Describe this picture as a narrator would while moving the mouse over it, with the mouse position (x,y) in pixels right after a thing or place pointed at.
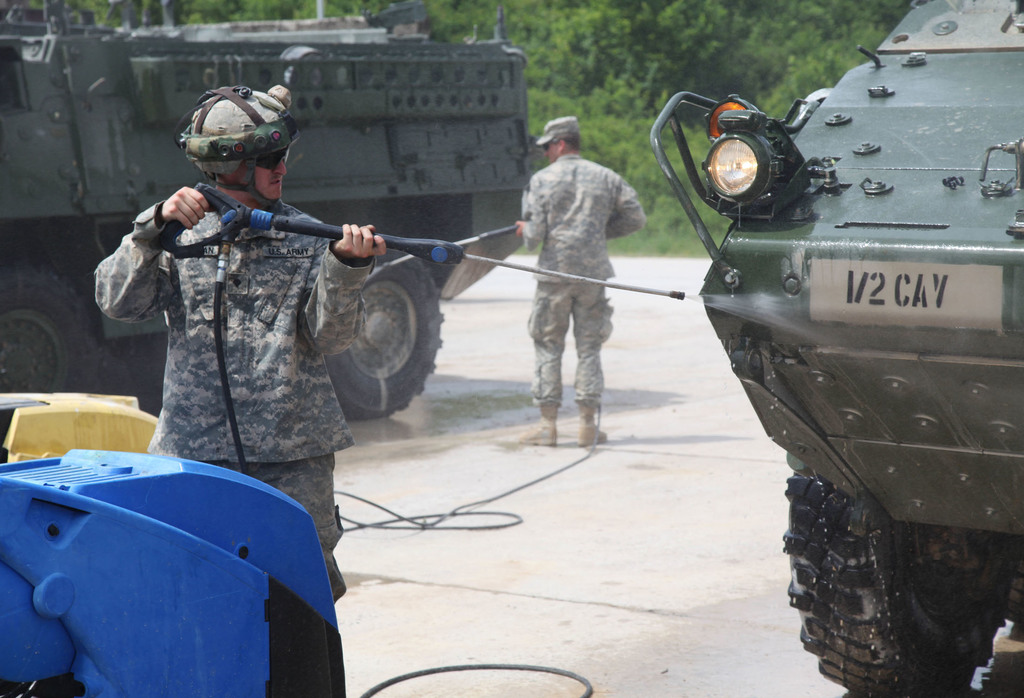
In the image I can see a person (267,303) who is holding the pipe (227,239) and around there are some other trees (449,23), people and some vehicles (218,48).
